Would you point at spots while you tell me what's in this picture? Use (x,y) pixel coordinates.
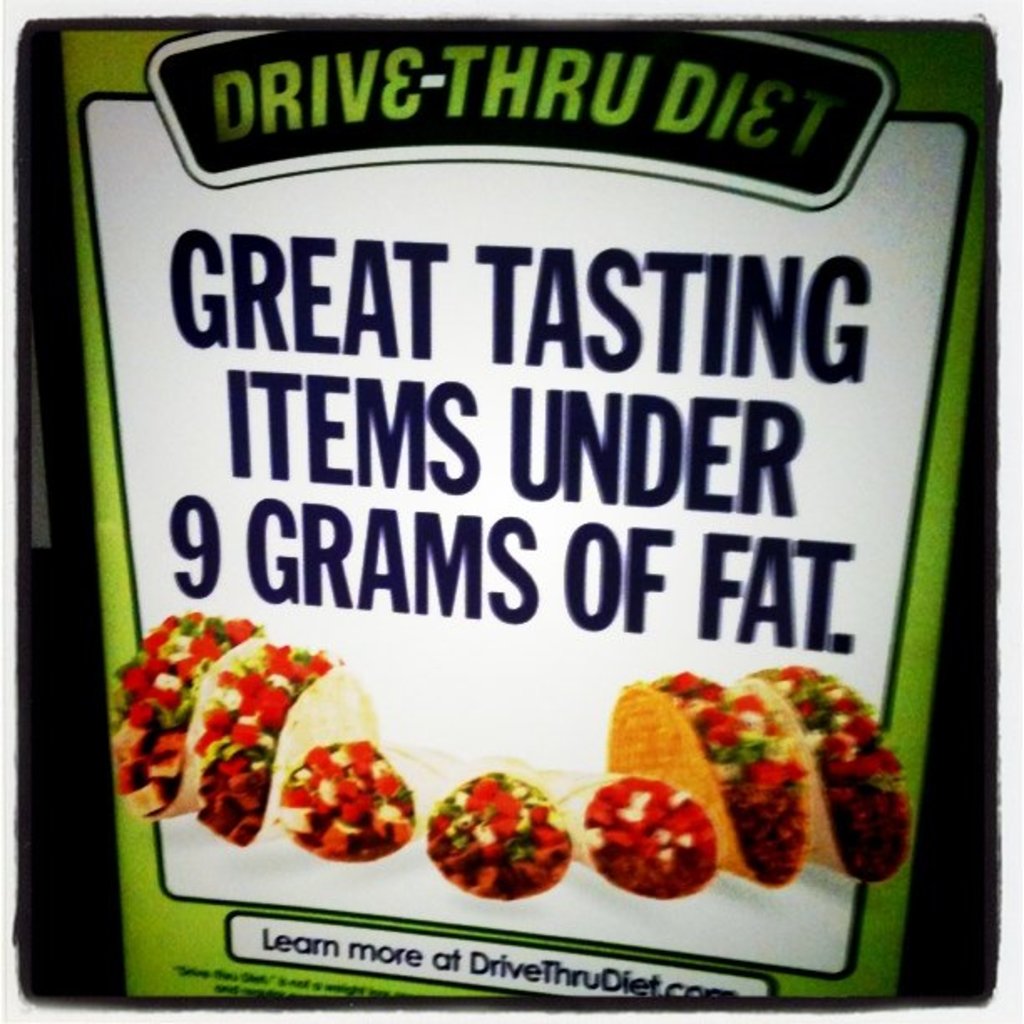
In the picture we can see a poster (824,892) with a name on it drive through diet and on it we can see images (735,744) of food items (704,736).
